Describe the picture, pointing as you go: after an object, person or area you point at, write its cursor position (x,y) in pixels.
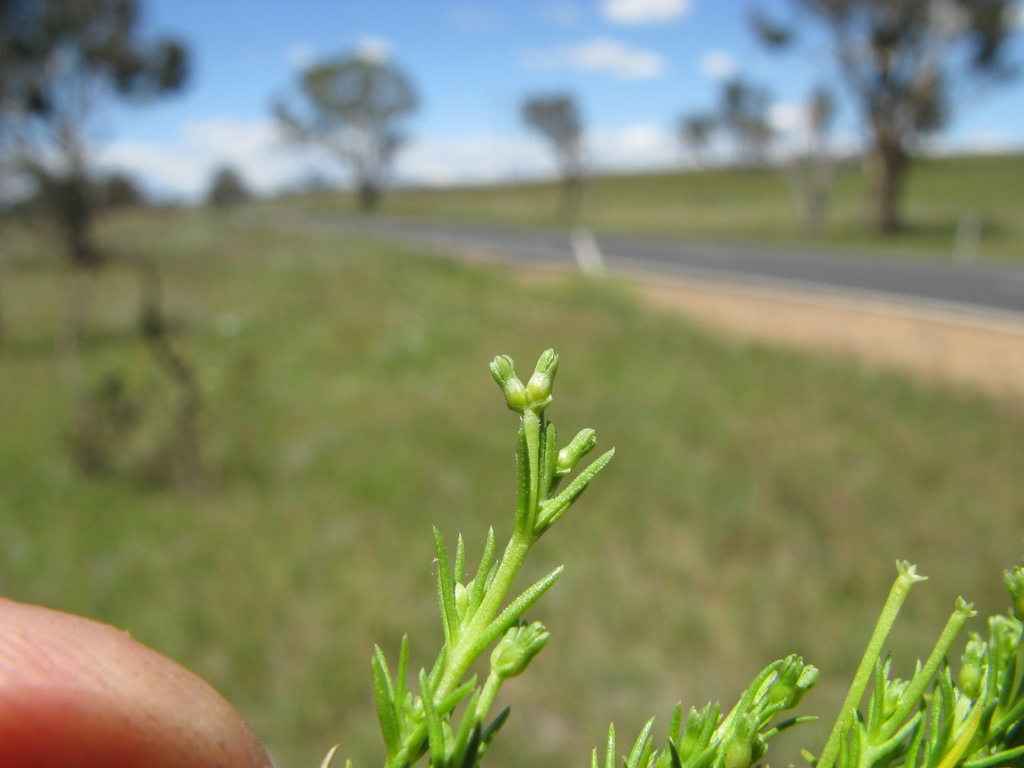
In the center of the image (543,379) we can see plant (934,716) and human finger (118,712). In the background (300,266) we can see road (874,290), grass (316,674), trees (54,118), sky (529,26) and clouds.
